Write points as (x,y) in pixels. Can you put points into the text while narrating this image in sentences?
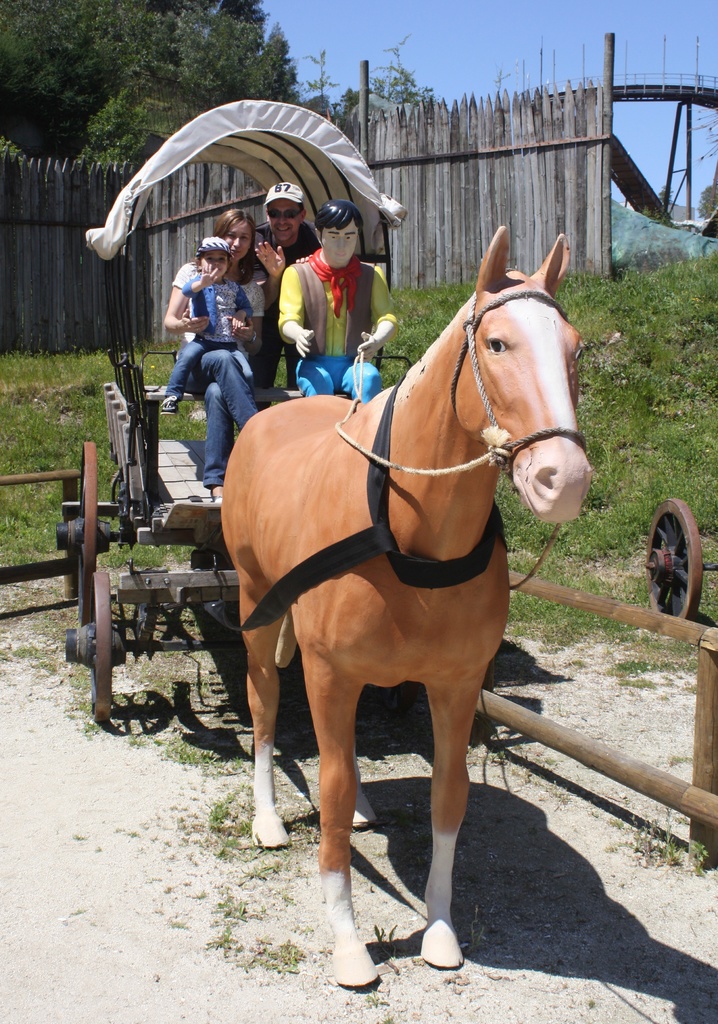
In this image there are group of persons (233,334) sitting in a model type of cart (183,472). In the background (220,88) there are trees (174,27), sky (485,88), wooden fence (454,176), grass (632,403) on the floor (674,364). In the front (350,485) there is a horse model (369,527) and a man model (337,336) driving a horse model (350,501). In the center (242,378) there are two persons (255,251), the man (290,232) at the right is wearing a hat (294,191) and the woman (237,281) is holding a baby (217,301) on her lap (227,345) sitting in the cart (176,442).
